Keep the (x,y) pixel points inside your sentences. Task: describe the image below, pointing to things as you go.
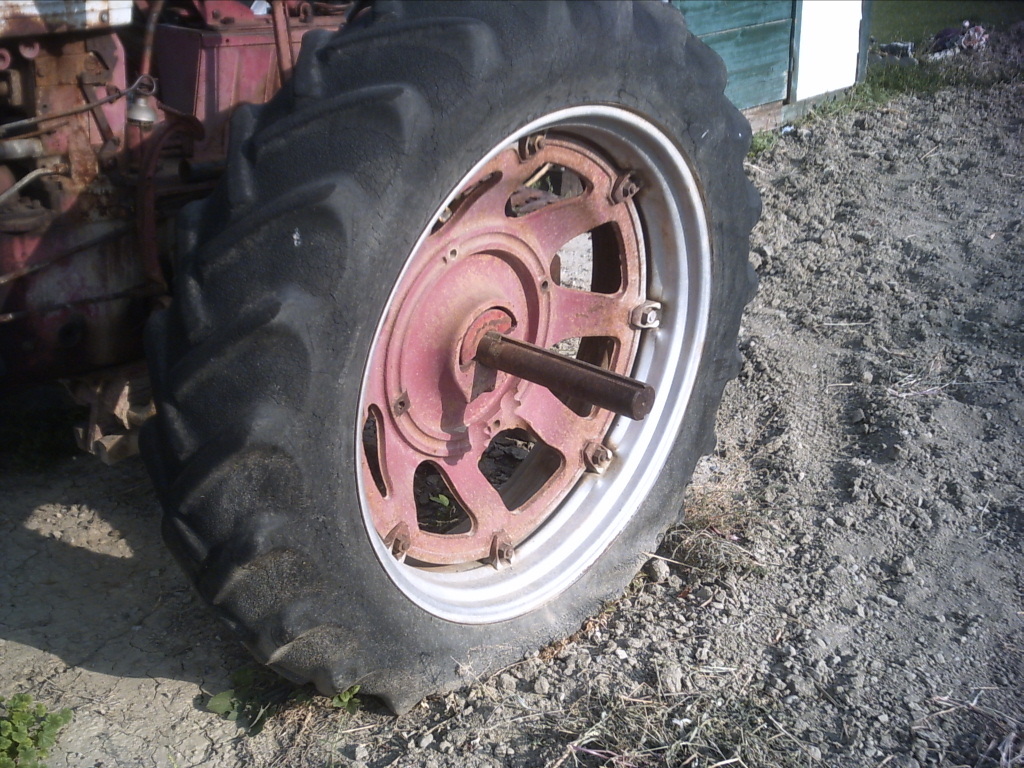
In this picture I can see a tractor (424,171) and looks like a door (770,60) in the back (707,21).
